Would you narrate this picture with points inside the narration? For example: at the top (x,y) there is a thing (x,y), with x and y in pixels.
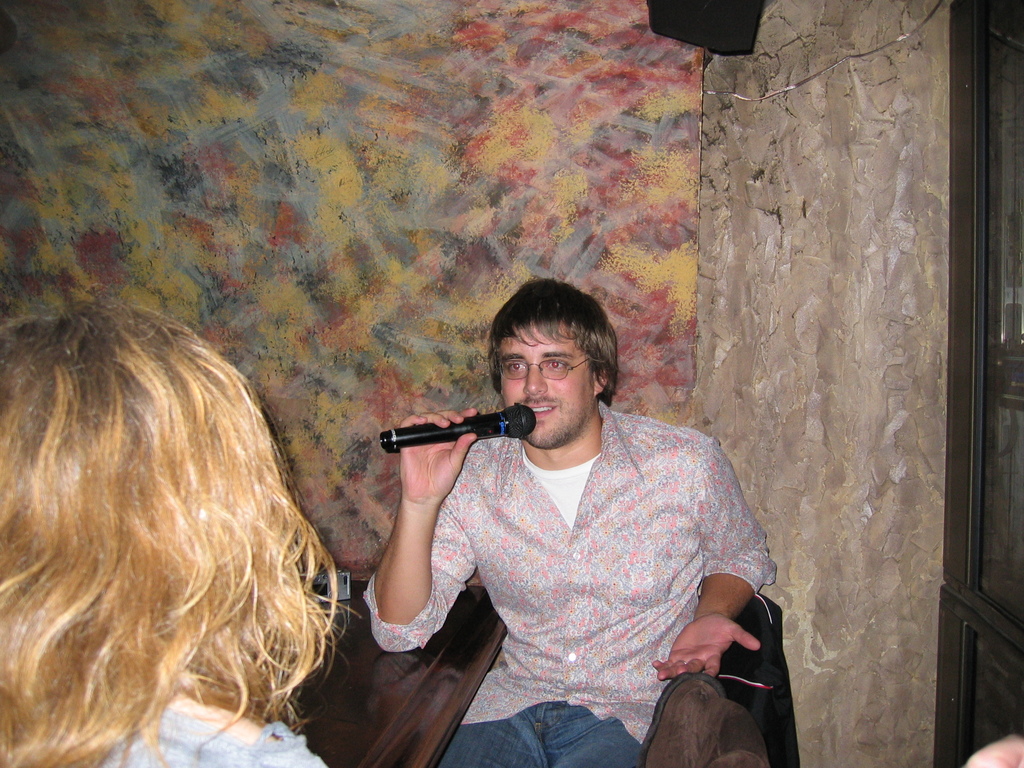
In this picture we can see a man (527,655) is sitting on a chair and he is holding a microphone (526,423). On the left side of the man (502,650) there is another person (110,641). On the right side of the man (516,536), it looks like a door (965,281). Behind the man (514,597), there are some objects (698,22) and a wall (813,322).
